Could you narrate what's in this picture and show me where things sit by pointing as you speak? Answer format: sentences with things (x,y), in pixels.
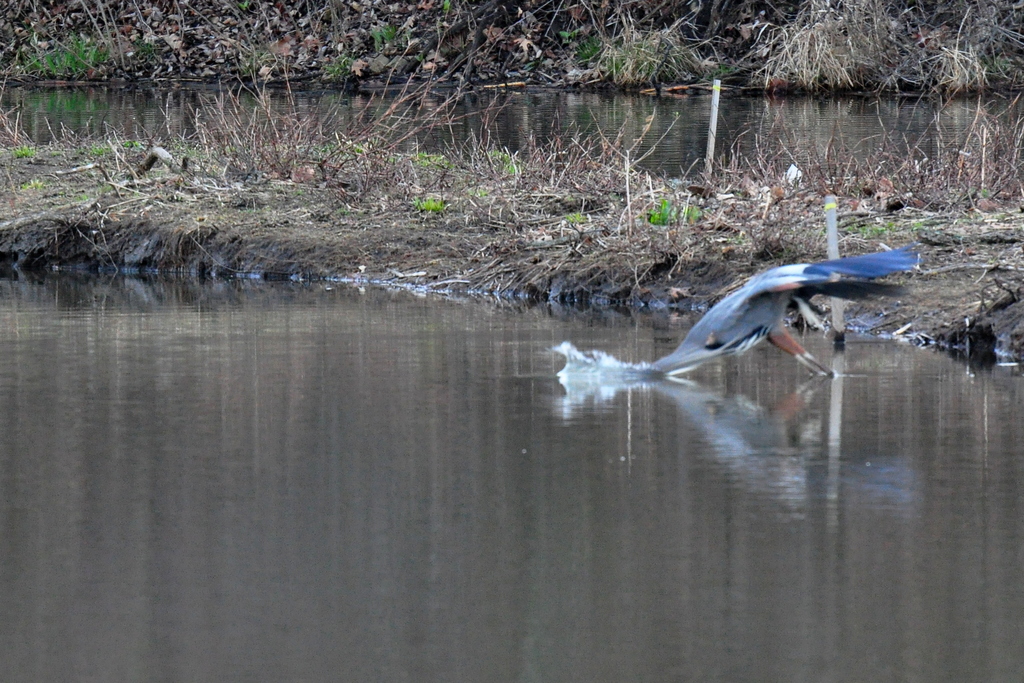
In this image there is a lake (484,450). On the right (694,351) we can see a bird (781,278). In the background (548,266) there is grass (624,64).
